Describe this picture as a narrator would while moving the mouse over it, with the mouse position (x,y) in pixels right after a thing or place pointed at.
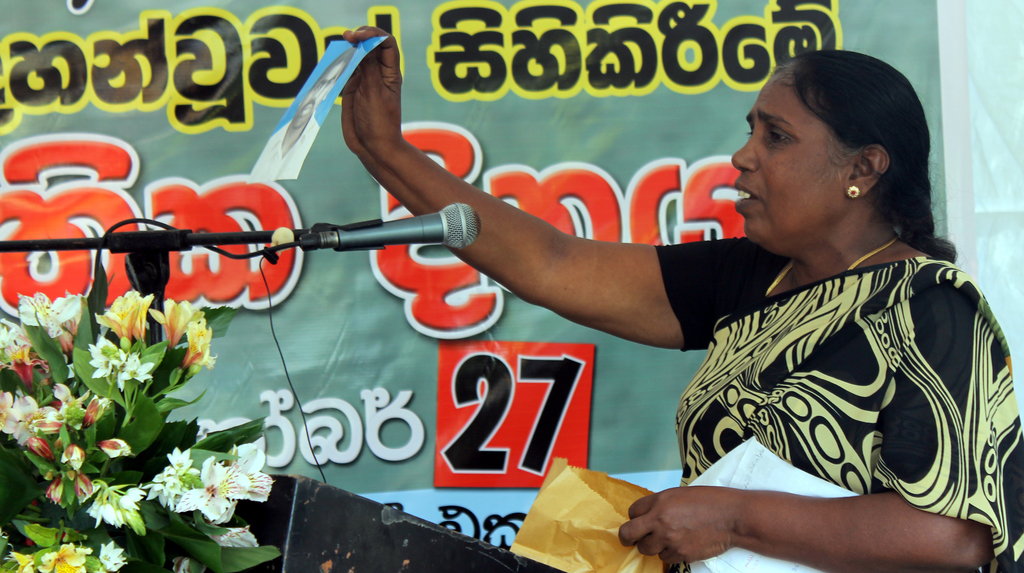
In this picture I can see a woman (779,321) standing and holding a photo (322,110). I can see flowers (117,451) at the bottom left hand corner (76,479). I can see wooden podium (344,504) at the bottom (347,521). I can see mic (419,221). I can see banner (157,101) in the background (182,113).
